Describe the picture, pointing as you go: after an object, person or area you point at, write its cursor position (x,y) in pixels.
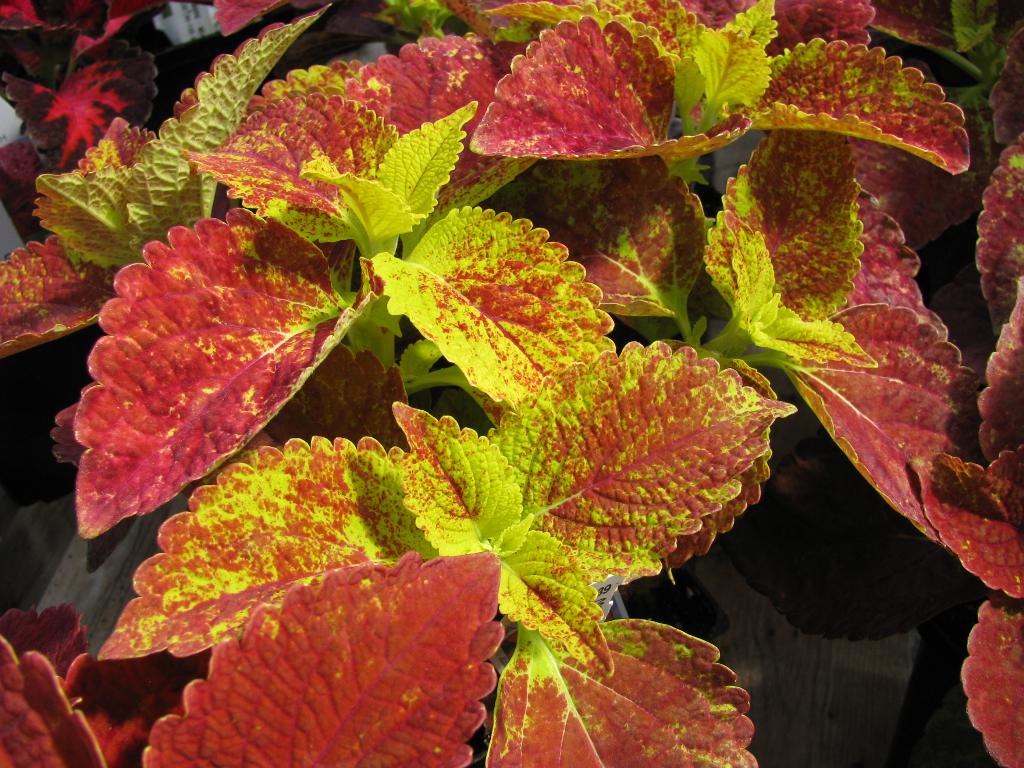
In this image I can see red and green color leaves (448,341).
